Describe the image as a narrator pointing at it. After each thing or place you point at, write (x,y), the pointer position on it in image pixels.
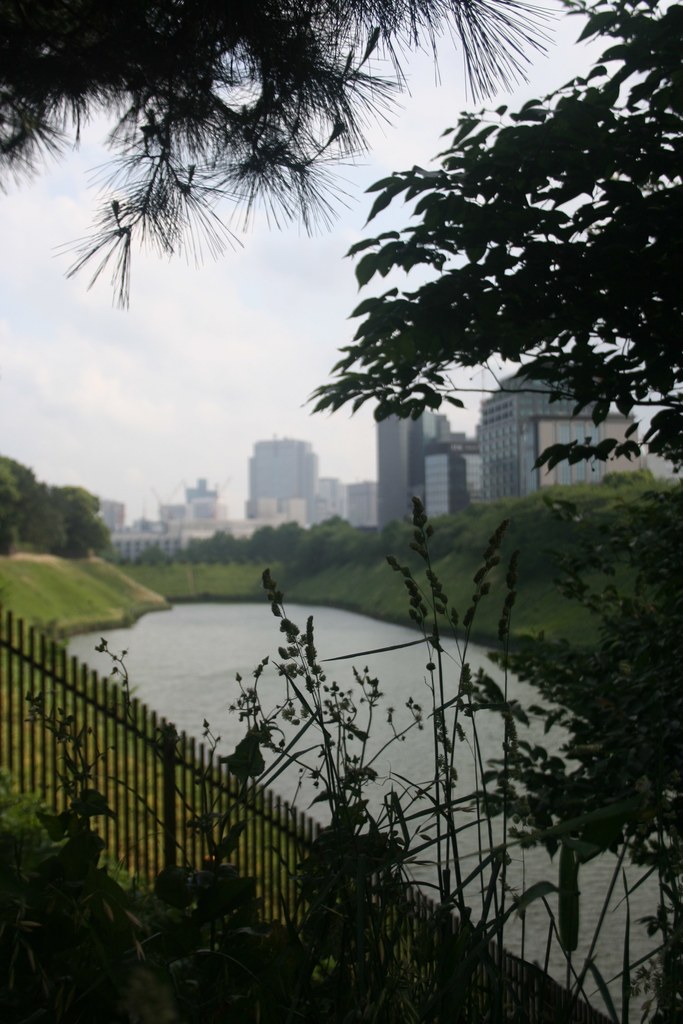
In this picture there are buildings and trees (636,520). In the foreground (663,616) there are plants (217,928) and there is a railing (142,869). At the top (299,314) there is sky (356,179) and there are clouds (378,174). At the bottom (205,710) there is water (379,783) and there is grass (142,577).
